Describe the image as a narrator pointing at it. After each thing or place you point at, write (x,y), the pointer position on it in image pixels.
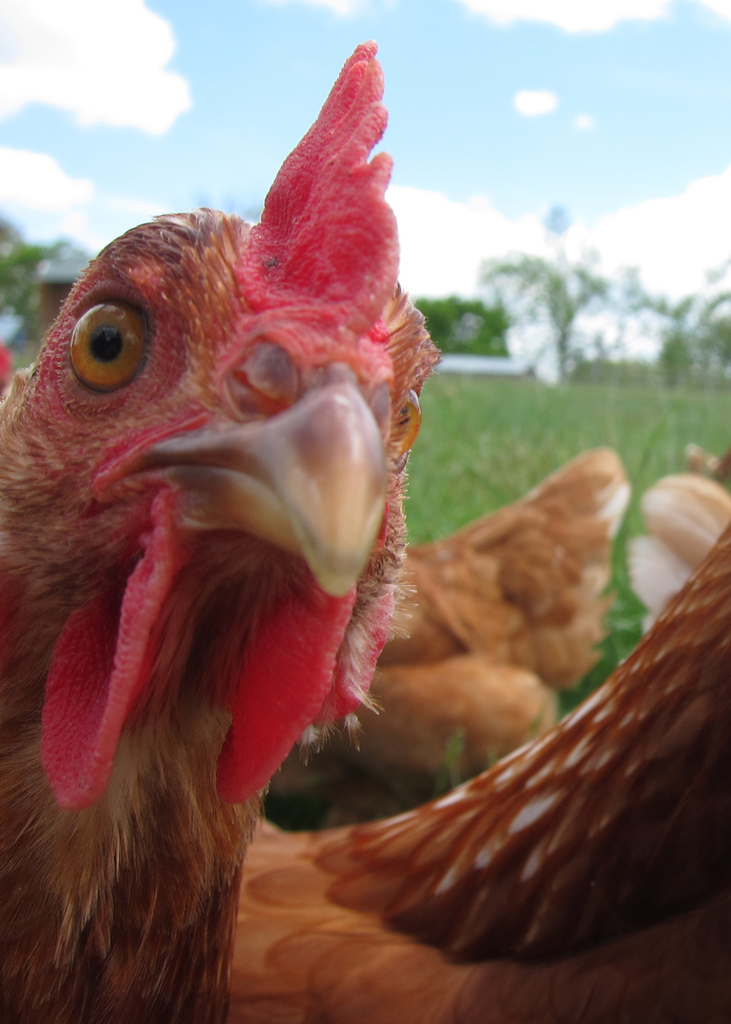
In this picture we can see the hens (253,603). Behind the hens (271,557), there are trees (556,276) and grass (489,417). At the top of the image (170,60), there is the sky (250,100).
